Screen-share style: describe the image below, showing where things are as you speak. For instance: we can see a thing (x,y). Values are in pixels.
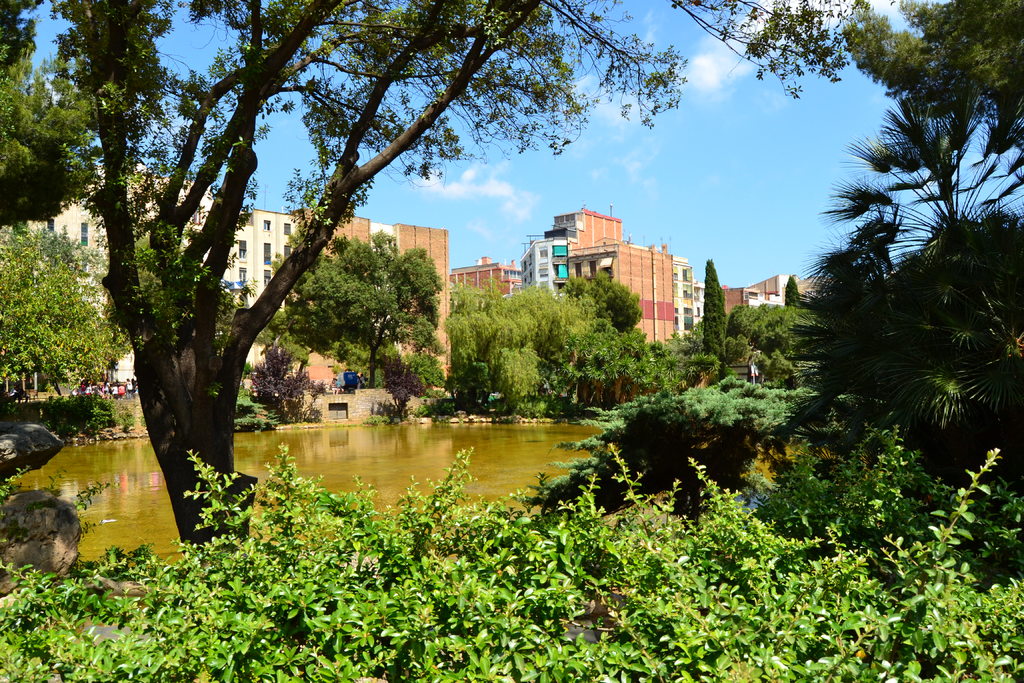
In this picture we can see a few plants (440,530) at the bottom of the picture (587,500). We can see a few stones (60,516) on the left side (56,528). There is water (340,445). We can see a few trees (324,333), objects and buildings (229,235) in the background (511,363). Sky (704,169) is blue in color and cloudy.
